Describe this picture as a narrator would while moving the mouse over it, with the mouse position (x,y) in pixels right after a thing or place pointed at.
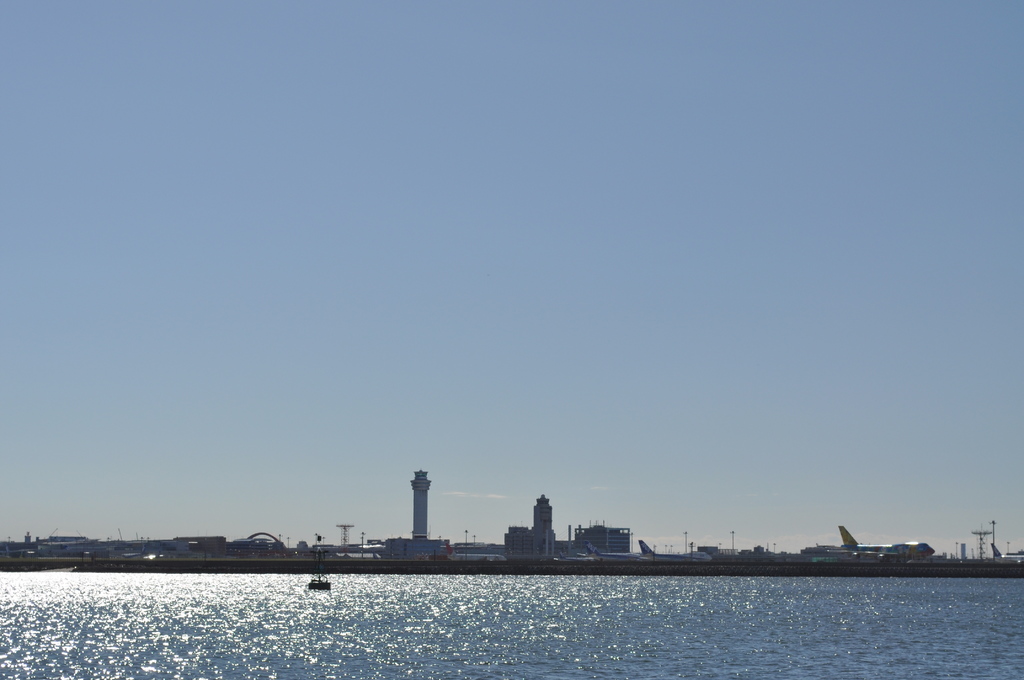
In the background (607,371) we can see sky (648,400), buildings (415,548), tower (419,522) and a plane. Here we can see water (326,639).
